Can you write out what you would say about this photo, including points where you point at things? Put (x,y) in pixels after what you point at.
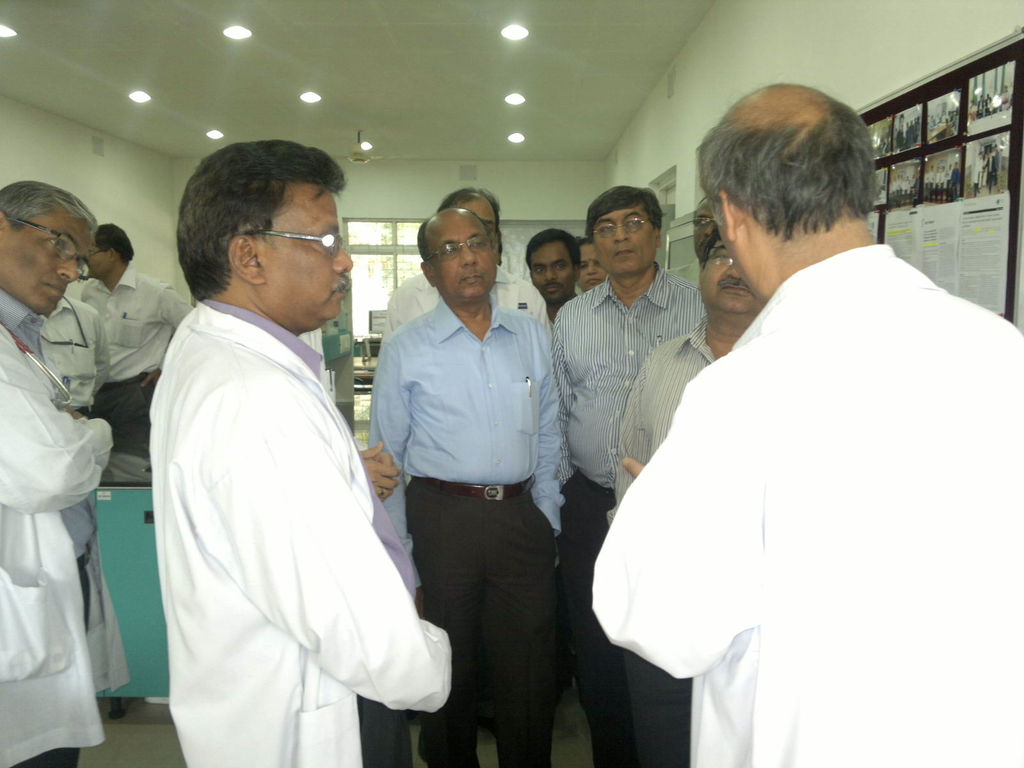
In this image I can see persons (772,134) visible in front of the wall (818,26), on the wall (903,62) I can see a paper (985,128) attached, on the paper (929,171) I can see a text (998,248) and image (998,161) of persons (996,147) and there are some lights (214,136) attached to the roof (492,84) and fan (368,159) visible attached to the roof (367,128) at the top (187,125), in the middle (363,260) there is a window (375,248).
